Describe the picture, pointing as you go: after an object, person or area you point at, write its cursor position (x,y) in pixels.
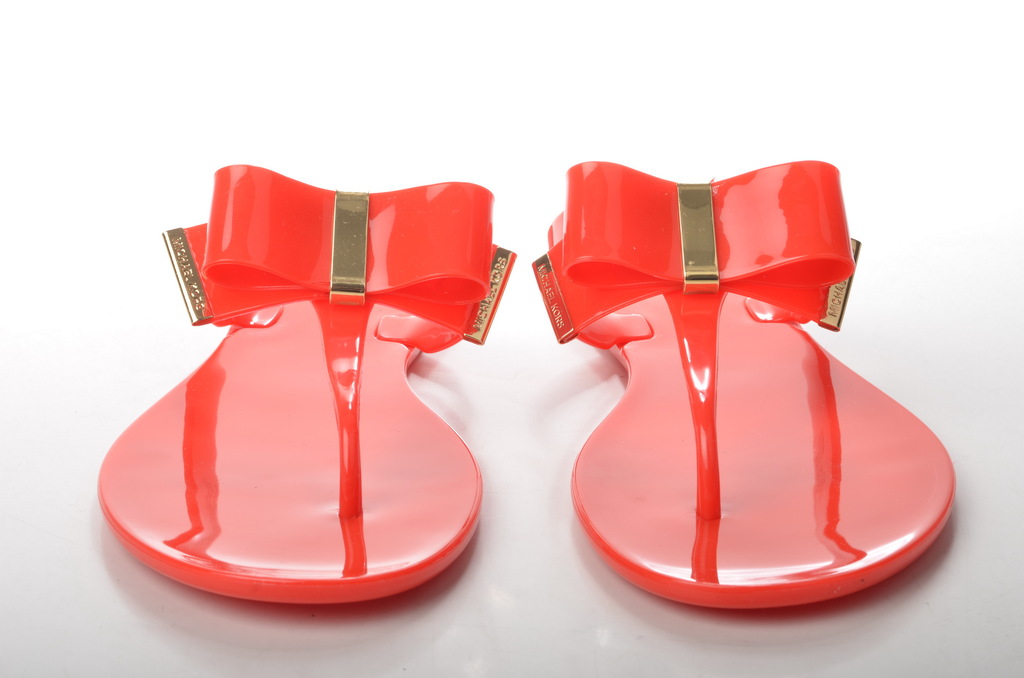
In this picture we can see a pair of red color sandals (333,470) on the white object (100,652).
